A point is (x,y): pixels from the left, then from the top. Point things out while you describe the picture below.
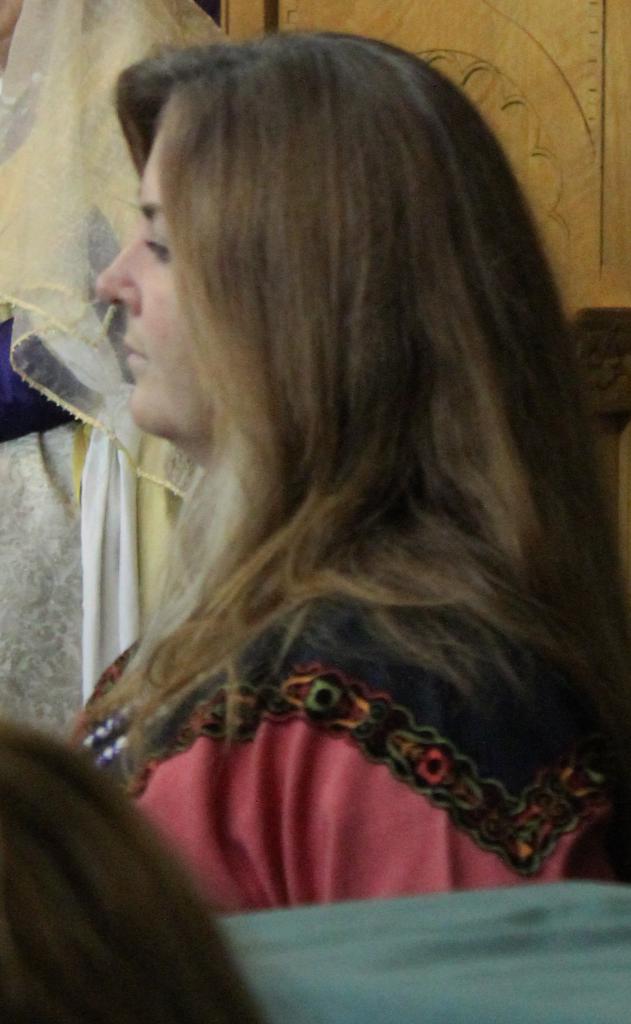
In this image I can see a woman (254,709). In the background (93,72), I can see a cloth (43,301) hanging on the wall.
